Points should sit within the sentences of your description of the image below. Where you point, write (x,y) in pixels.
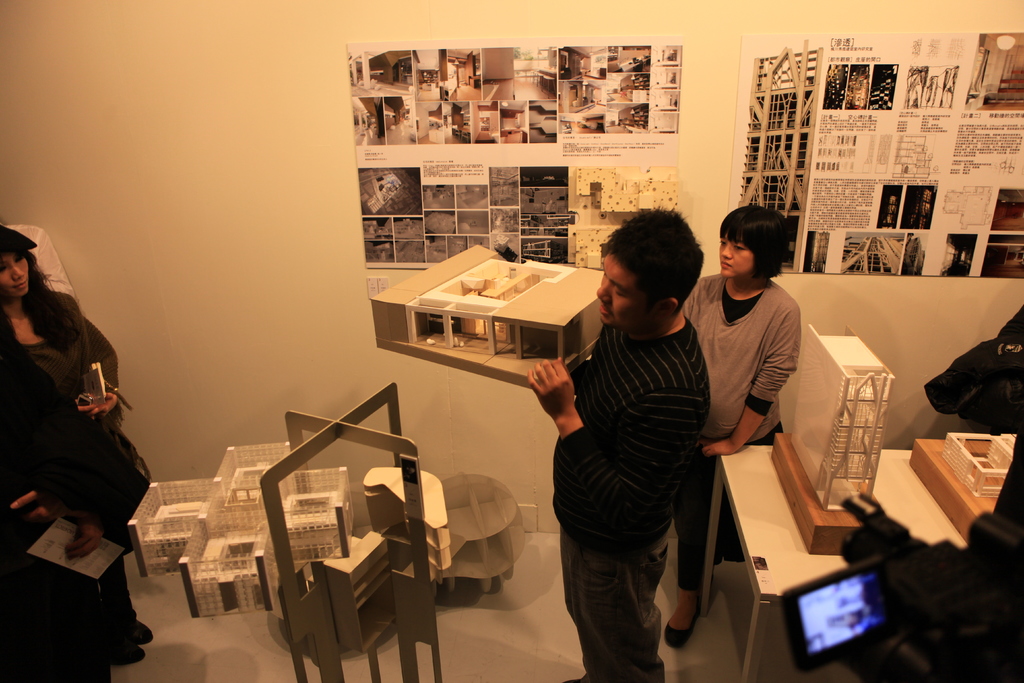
In this picture we can see a three people (643,278) standing one is man (621,325) and two are women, a man (631,317) is holding something the hand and in the background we can see a white wall (385,273) and some pictures (912,99) and photos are pasted to it and just beside to it there is another table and some construction models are shown on that, and we can also see some camera screen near to the table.
